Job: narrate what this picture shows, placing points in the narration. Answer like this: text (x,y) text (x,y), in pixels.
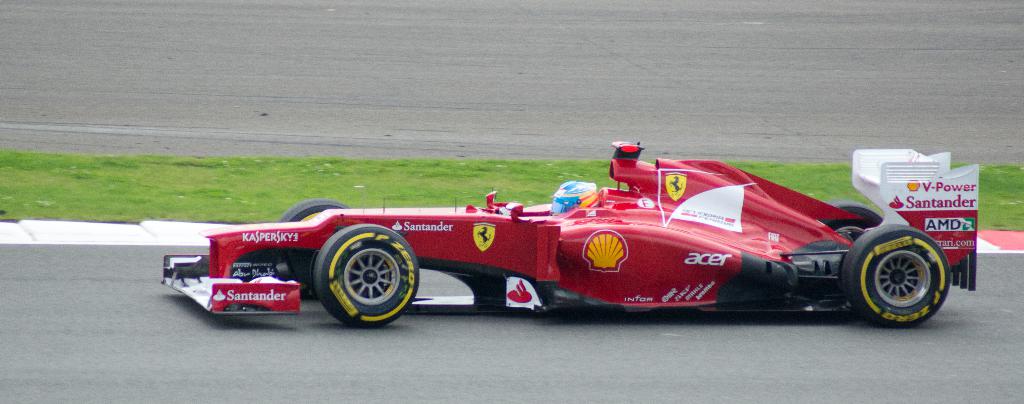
In this image a person (584,202) is driving a car (597,237). There is a grassy land (335,181) at the center of the image (434,178).
